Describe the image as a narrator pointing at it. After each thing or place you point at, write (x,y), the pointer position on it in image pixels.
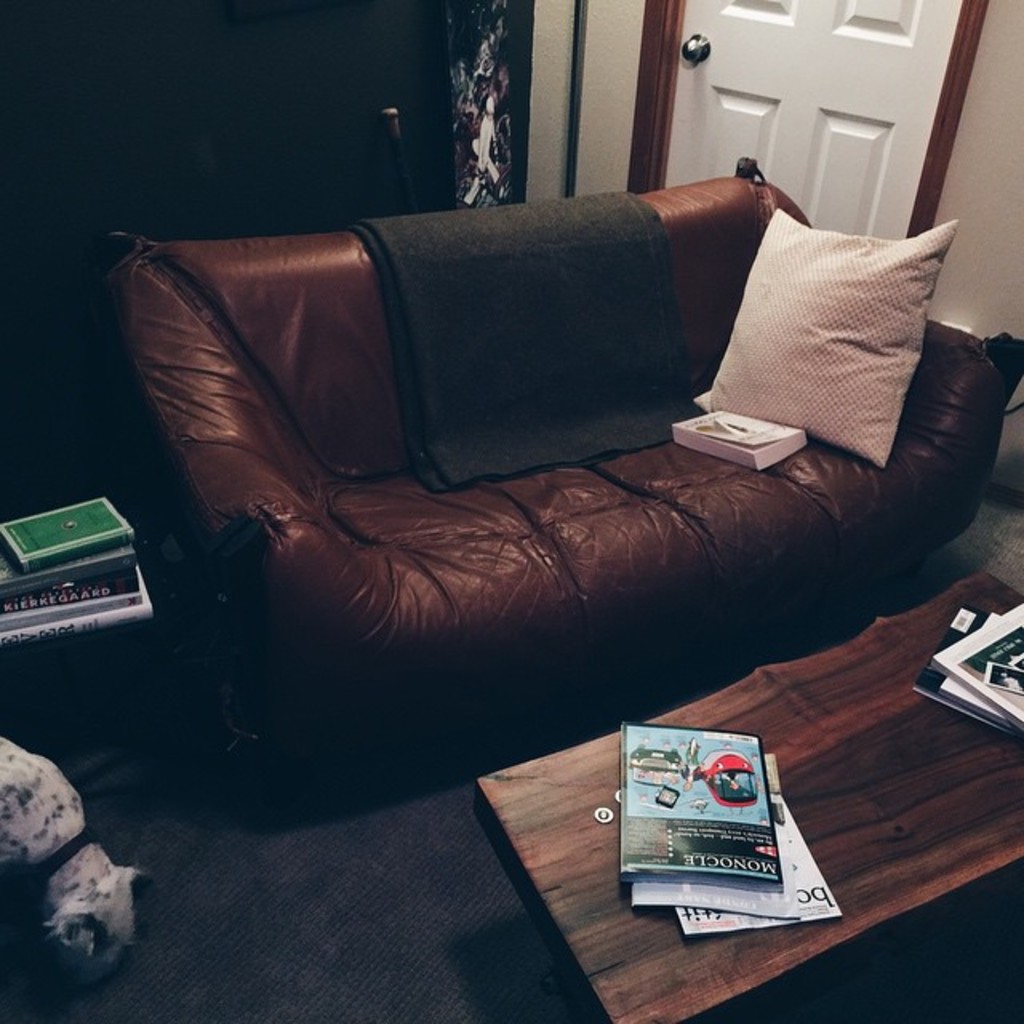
In this image there is one couch (318,536) and one table (988,768). On the table (857,880) there are some magazines (795,877) on the left side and right side (970,648). On the left side (64,880) there is one dog (54,836). On the top of the left side (70,620) there are some books (68,576) and there is one pillow (813,322) on the couch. And also there is one blanket (550,294) on the couch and there is one book (753,432). On the right side (784,132) there is one door (806,99) and wall (991,220).
